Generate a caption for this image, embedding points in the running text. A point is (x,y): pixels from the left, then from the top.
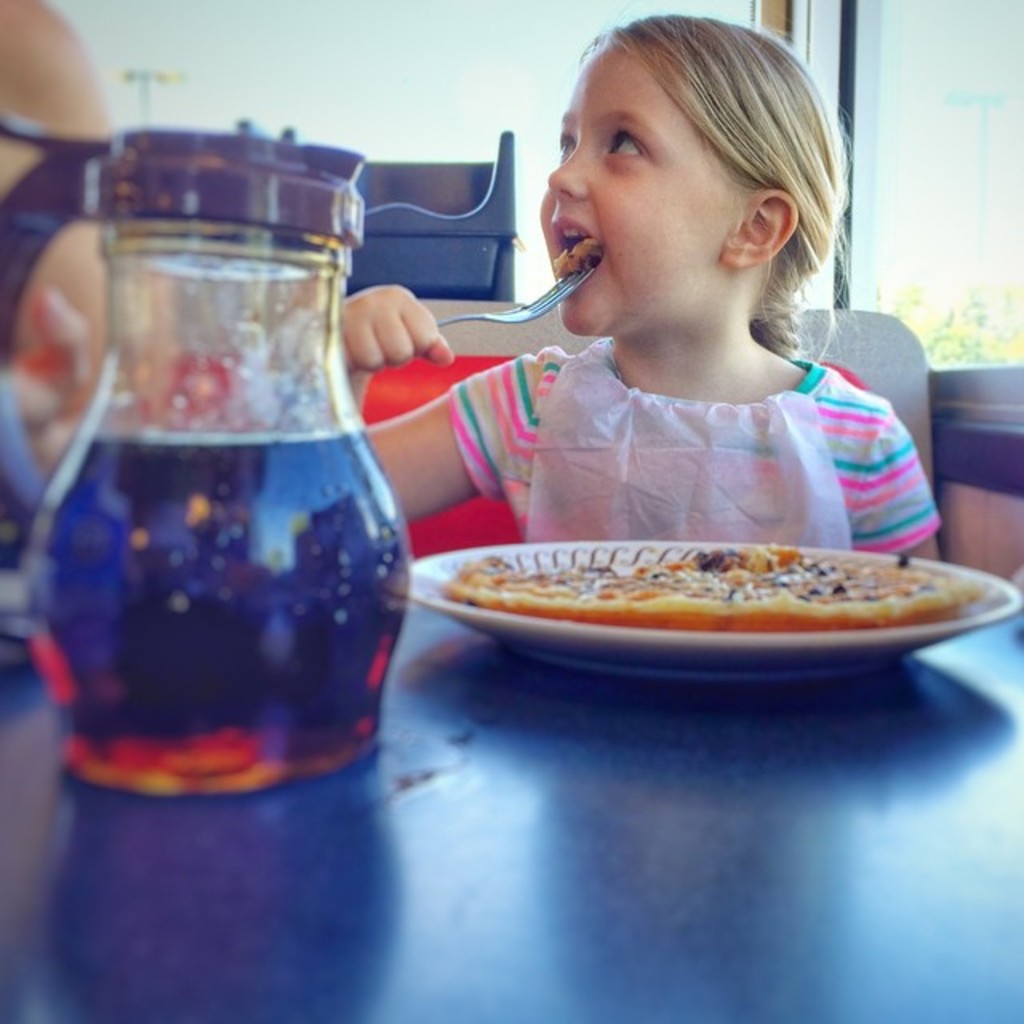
In this image I can see a girl (615,496) is sitting. I can see she is holding a fork (547,294). Here I can see a jar (67,504), a white colour plate (603,639) and in it I can see food (649,608).
